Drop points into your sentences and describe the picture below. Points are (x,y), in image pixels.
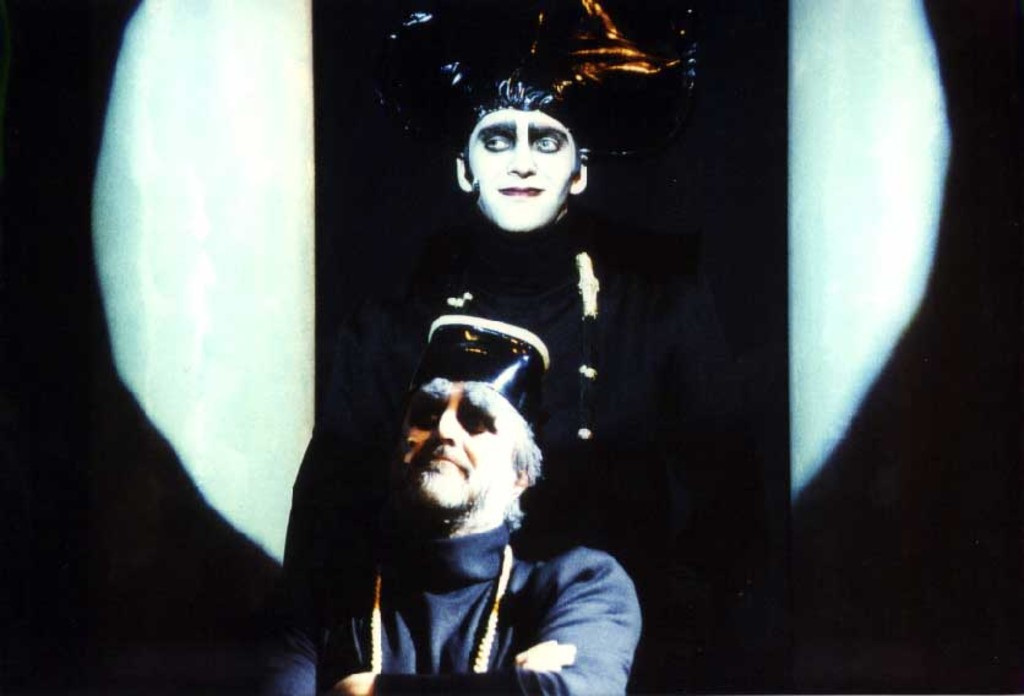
In this image I see 2 men (431,403) and I see that it is white and black in the background (195,391).
